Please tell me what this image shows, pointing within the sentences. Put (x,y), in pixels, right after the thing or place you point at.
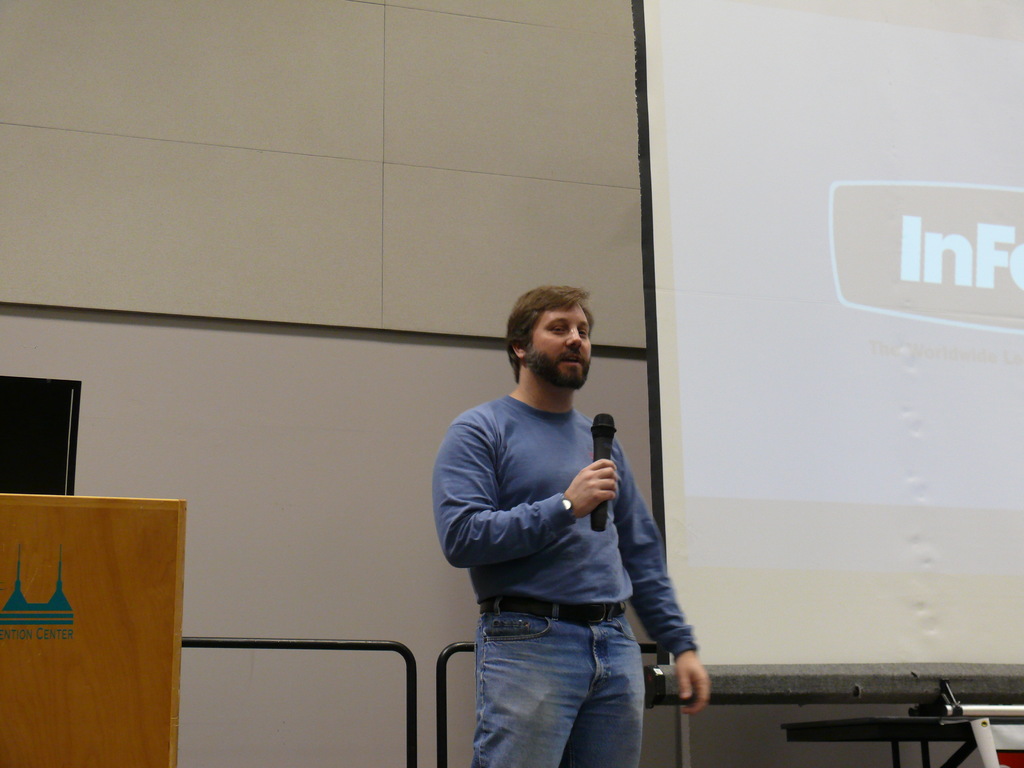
In this image I can see a person (531,546) wearing blue colored dress (533,542) is standing and holding a microphone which is black in color in his hand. In the background (422,418) I can see the white colored wall (336,460), a brown colored wooden object (62,621) and a huge projection screen (763,228) which is white in color.
